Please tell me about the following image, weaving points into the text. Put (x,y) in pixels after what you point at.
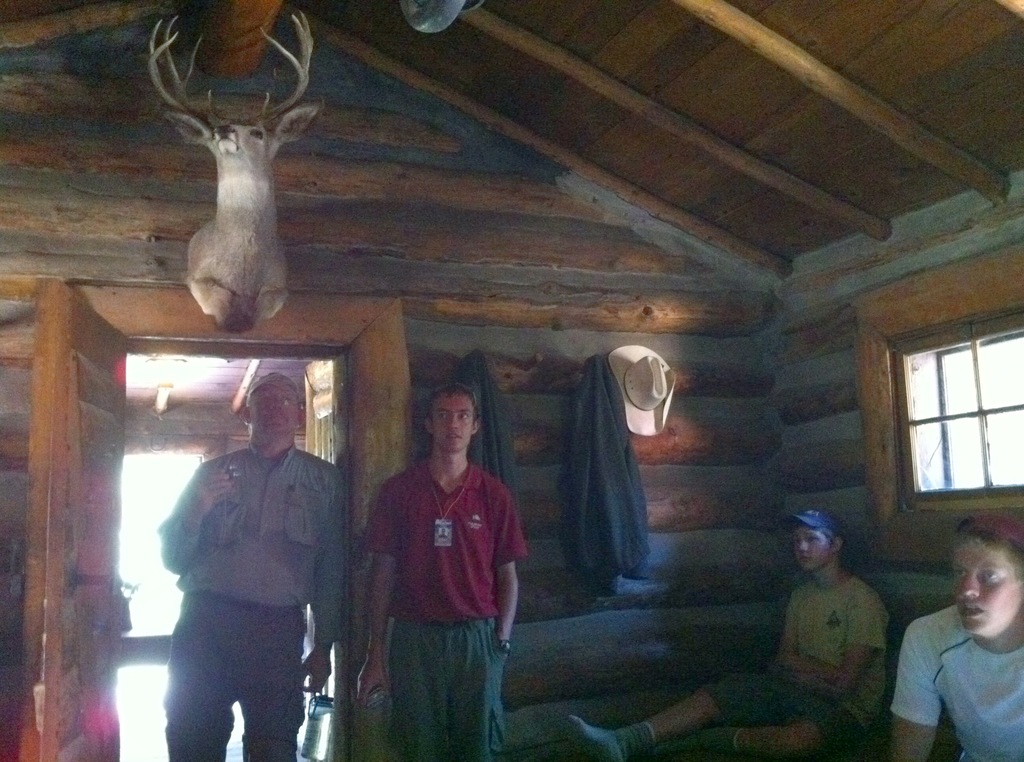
In this picture I can see two men (285,556) are standing and two men (858,684) are sitting. In the background (250,304) I can see clothes (584,538) hanging on the wall (476,267) and an animal head (259,236) attached to the wall (474,238). On the right side (947,456) I can see window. On the left side (101,455) I can see door (71,527).
